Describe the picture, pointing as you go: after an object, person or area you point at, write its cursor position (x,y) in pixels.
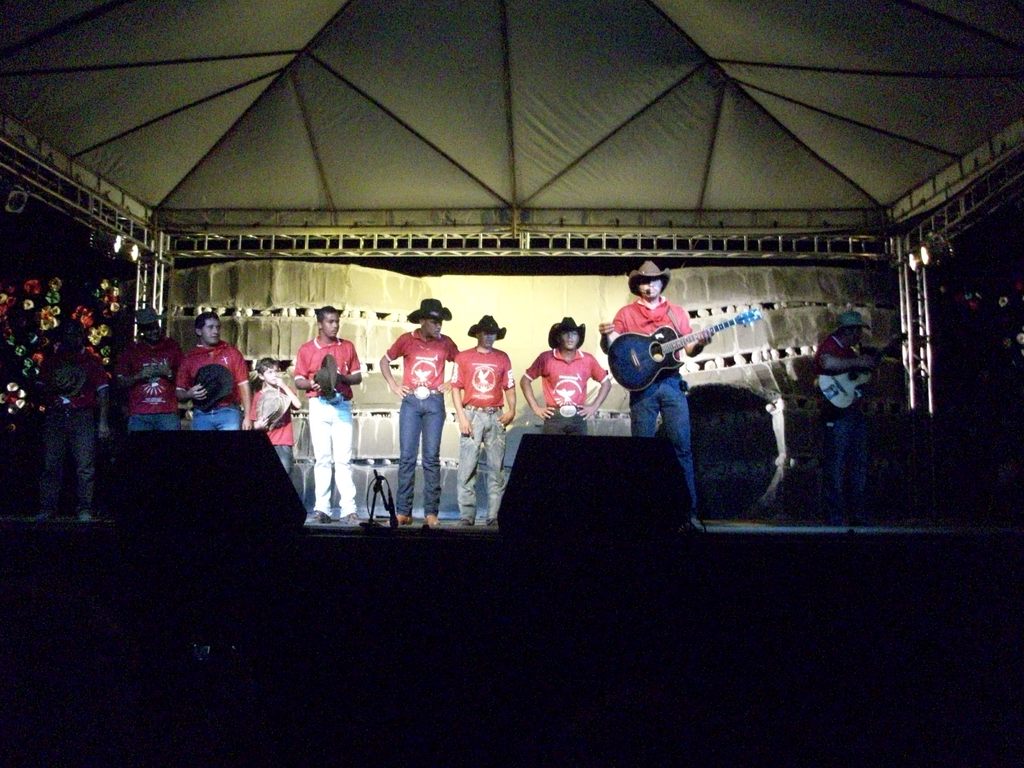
In the image a group of people (475,372) were standing on the stage (103,572) and beside them two people (620,316) were playing guitar (854,395). There is a roof (802,58) above them.
